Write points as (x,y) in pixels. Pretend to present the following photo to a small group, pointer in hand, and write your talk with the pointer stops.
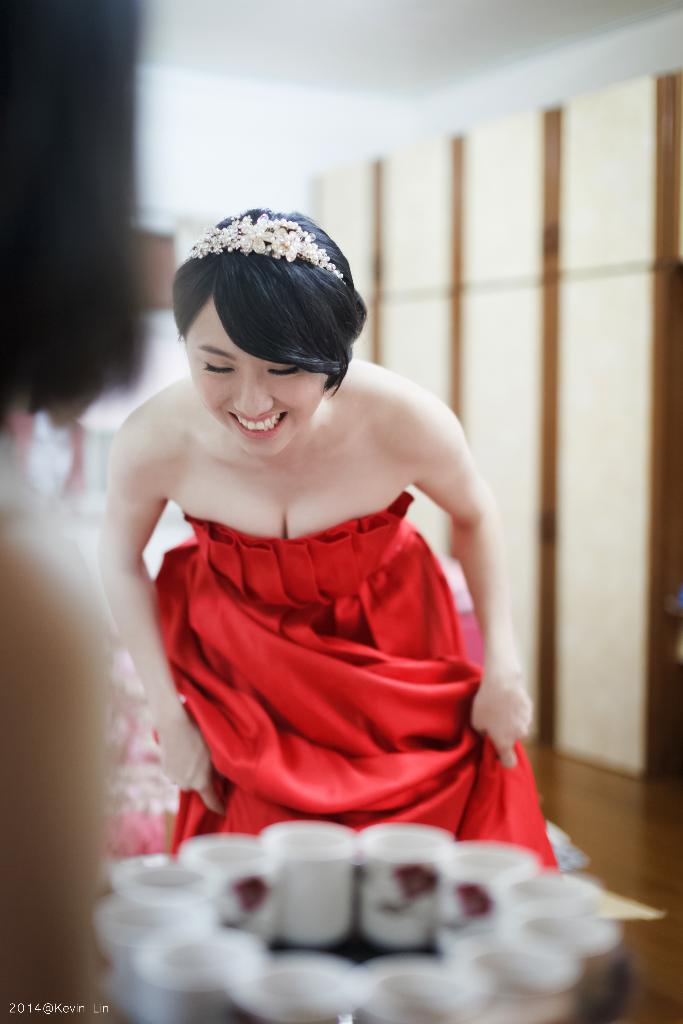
In this image there is a person (11,923), glasses (282,927) on the object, and at the background (551,587) there is a person (143,539) standing, cupboards (675,355), wall (583,48) and a watermark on the image.
